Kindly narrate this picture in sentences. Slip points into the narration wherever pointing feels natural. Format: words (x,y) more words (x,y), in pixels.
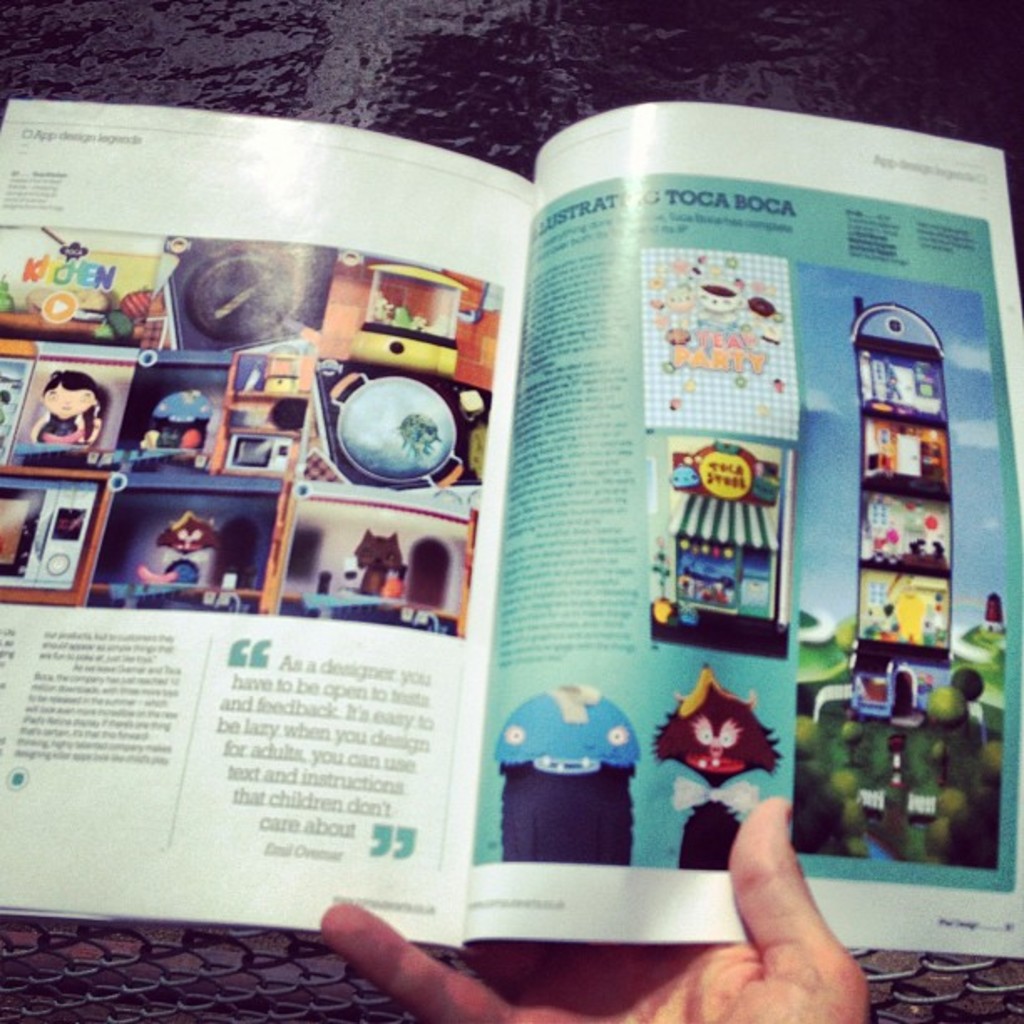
In the image we can see there is a magazine (515,497) in the hand (706,968) of a person (674,946) and there is an iron fencing (255,959). Behind there is water (494,68).
